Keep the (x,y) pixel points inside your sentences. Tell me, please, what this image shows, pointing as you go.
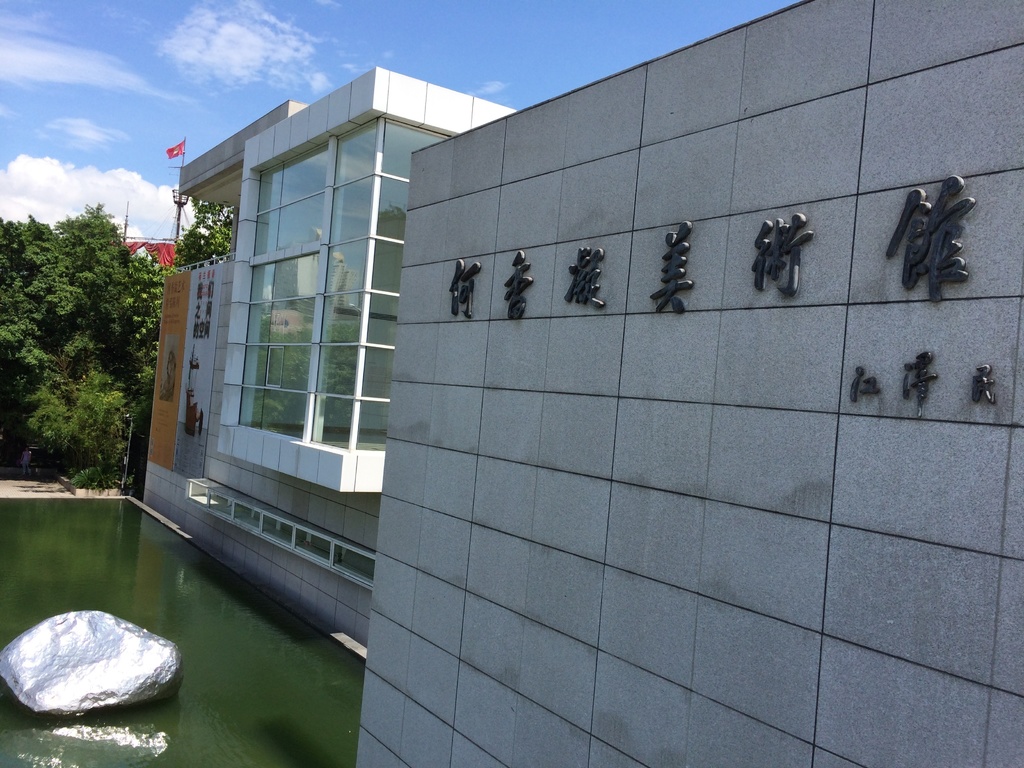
In this image we can see buildings (400,360), trees (140,311), pole (178,216), flag (169,148) and pool (225,656). There is a rock like object (107,681) on the surface of water (112,725). At the top of the image (315,37), there is the sky (301,38) with some clouds (79,183).
